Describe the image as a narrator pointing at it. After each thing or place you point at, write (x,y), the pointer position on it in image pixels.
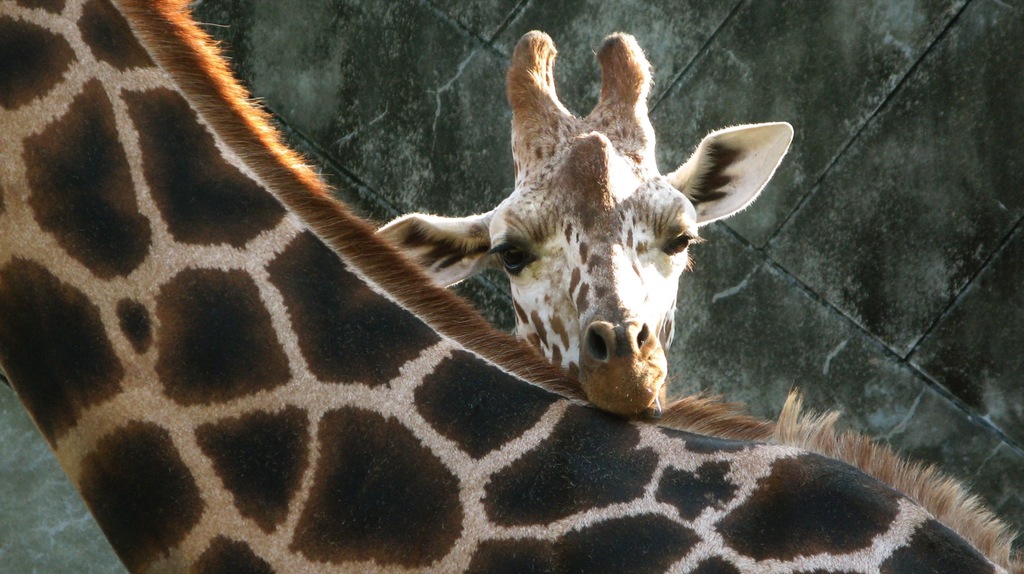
In this image I can see two giraffes (510,336). In the background (949,211) there is a wall (933,277).
